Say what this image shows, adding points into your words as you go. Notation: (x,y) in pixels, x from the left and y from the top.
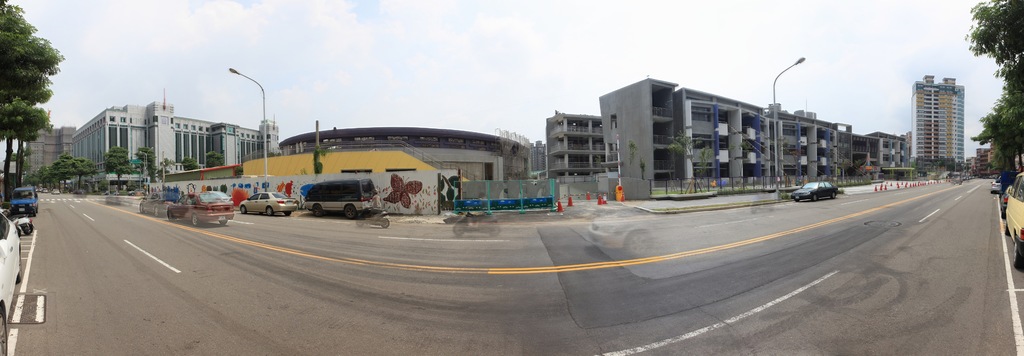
In this picture we can see vehicles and traffic cones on the road (604,262) and in the background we can see buildings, trees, streetlights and the sky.
